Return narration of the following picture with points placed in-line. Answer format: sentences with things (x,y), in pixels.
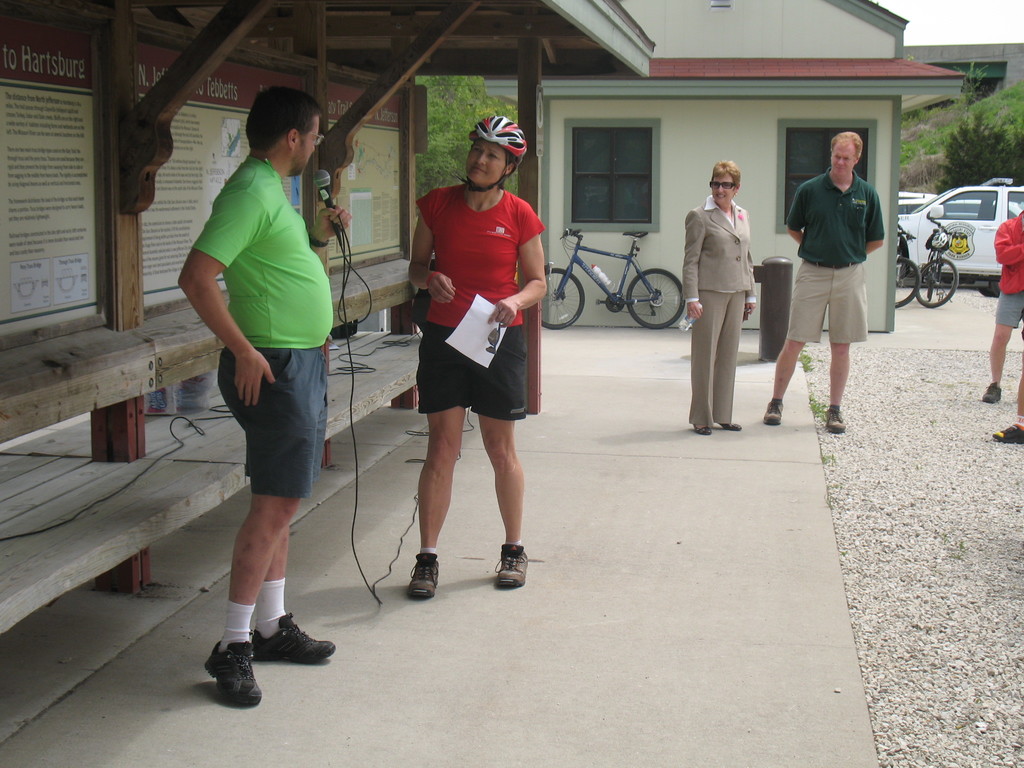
In this image we can see few persons (252,441) standing on the land (684,497) and there is a person (316,230) holding the mike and standing under the roof (511,31). In the background (822,110) we can see houses (878,82), trees (951,140), cars (984,206) and also some bicycles (927,243).
